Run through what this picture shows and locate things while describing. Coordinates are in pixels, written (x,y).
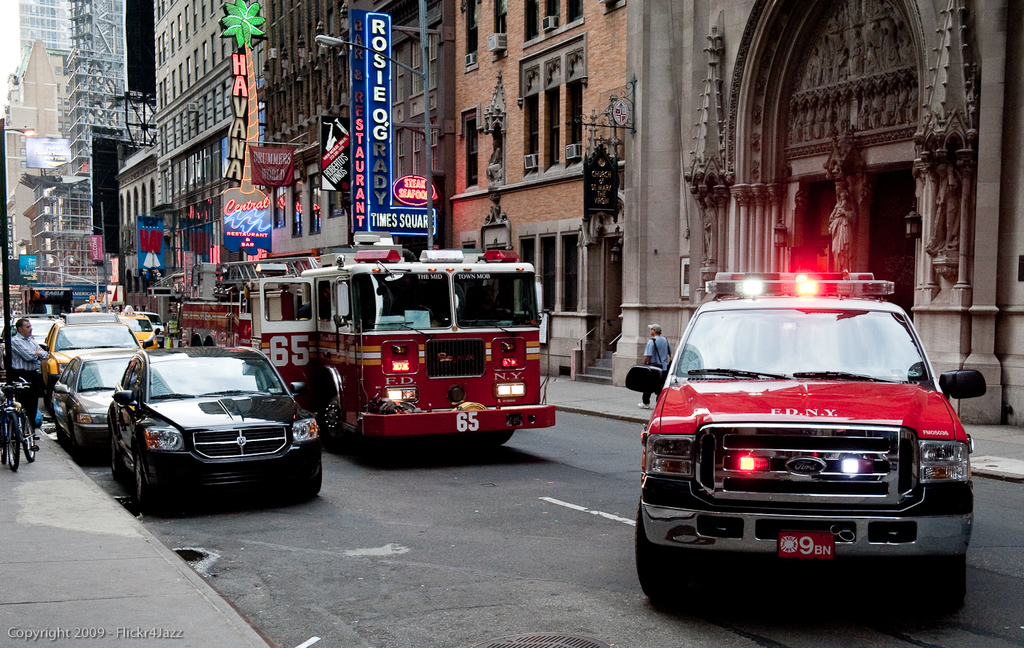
In this image I can see a car (825,383) which is red and black in color on the road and I can see few other cars (238,394) and a fire engine (334,340) which is maroon in color on the road (435,472). I can see few persons (23,344) standing on the sidewalk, few bicycles (31,434) and a black colored pole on the side walk (6,465). In the background (28,98) I can see few buildings (271,69) and few boards (391,179).
